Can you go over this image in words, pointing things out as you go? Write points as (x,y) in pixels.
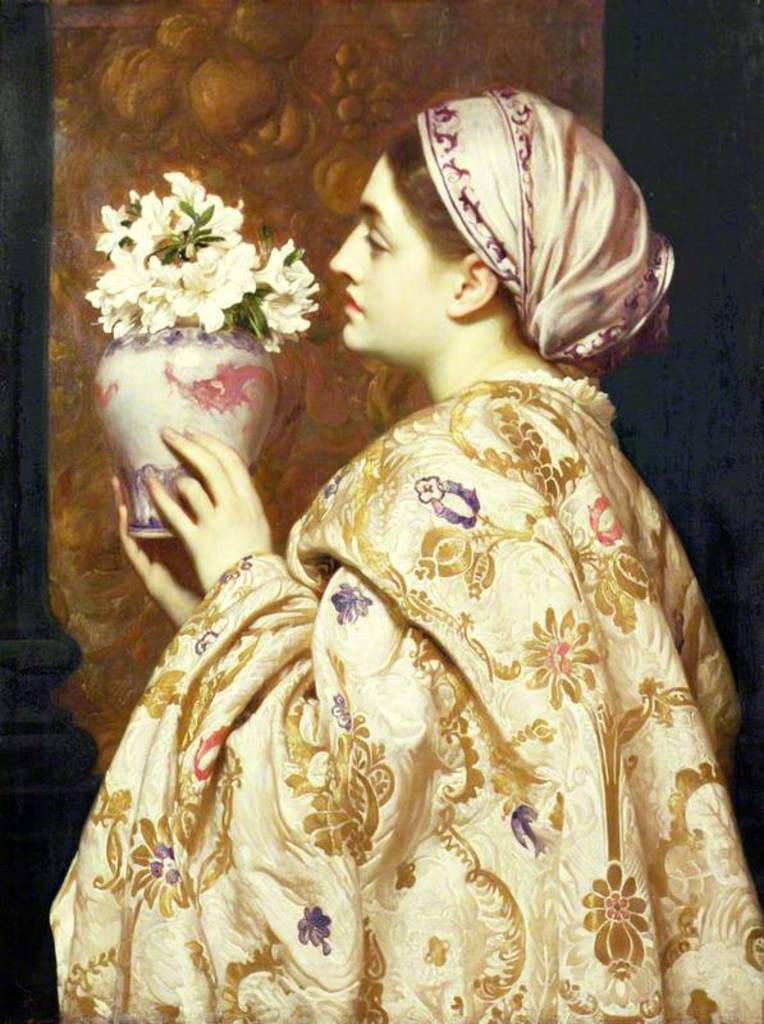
It is the painting of a woman (488,563), she is holding a flower vase (141,503) in her hand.
